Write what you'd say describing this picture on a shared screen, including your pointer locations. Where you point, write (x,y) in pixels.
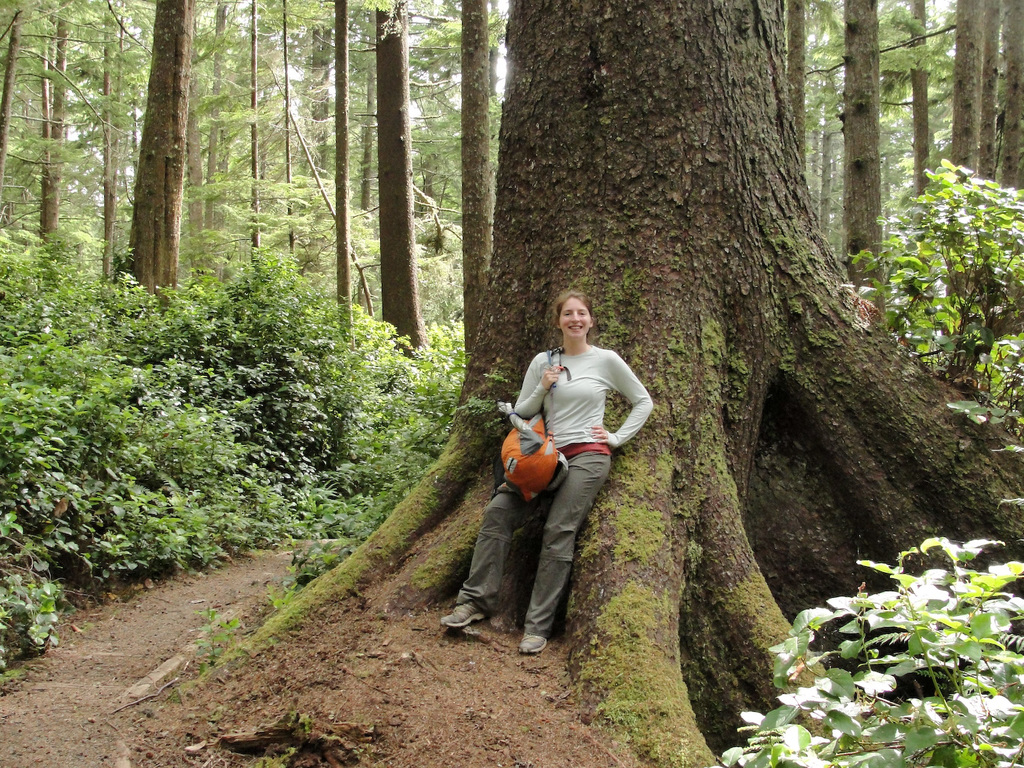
It seems to be a forest (728,159). In the middle of the image (560,442) there is a woman (564,437) wearing a bag (541,418), smiling and giving pose for the picture. At the back of her there is a tree trunk (654,477). On the left side (169,424) there are few plants (98,411). In the background (195,186) there are many trees (342,153).
